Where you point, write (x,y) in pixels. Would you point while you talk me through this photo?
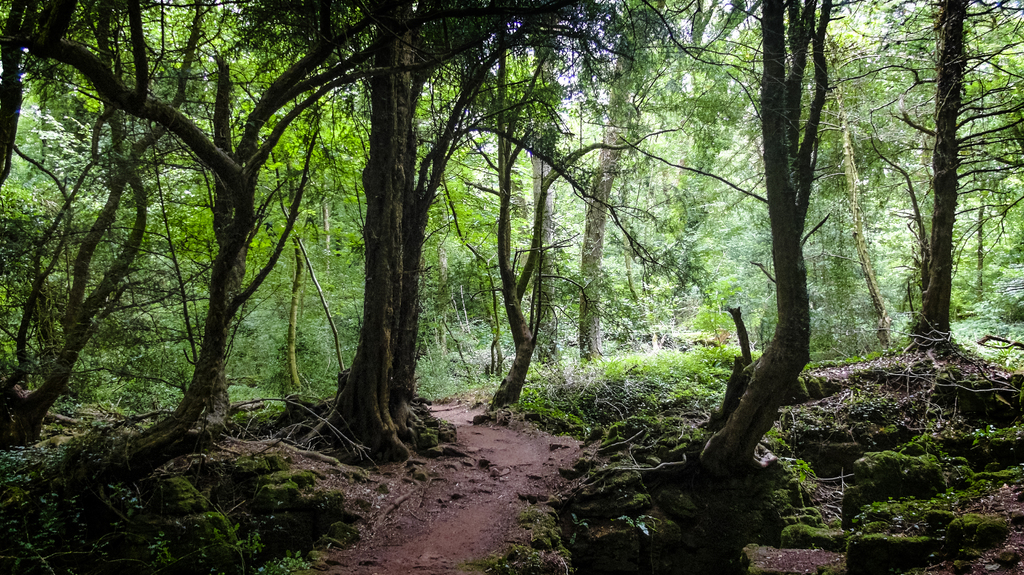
This is a forest area (245,243). In this picture we can see the trees (992,262) and plants (992,262). This picture is full of greenery (609,292).
